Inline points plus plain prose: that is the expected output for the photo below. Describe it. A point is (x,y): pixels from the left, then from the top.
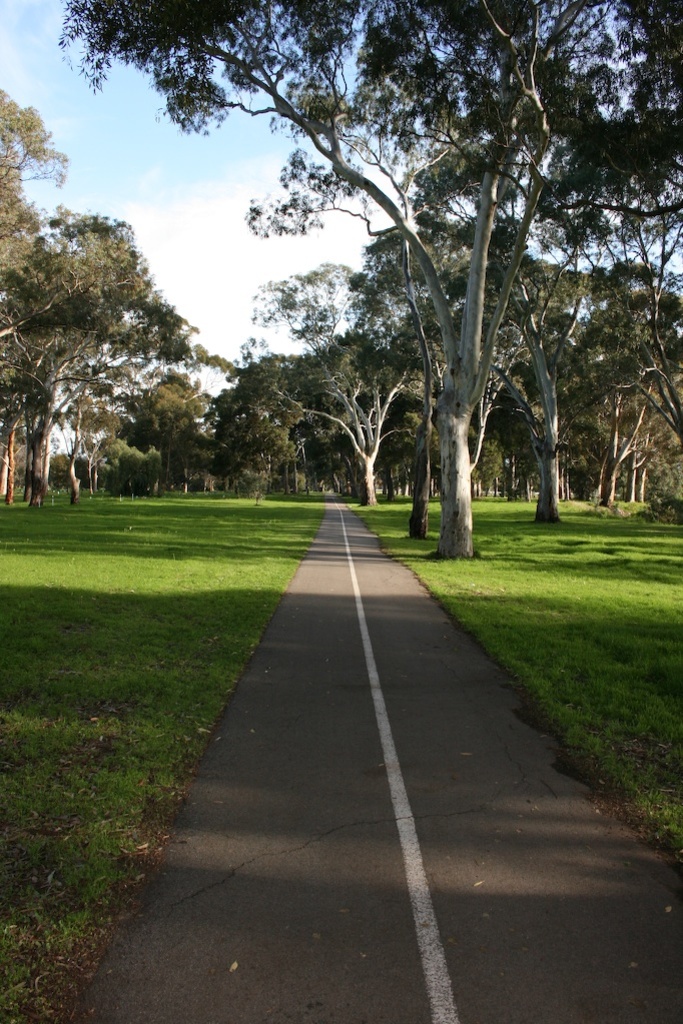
In this picture we can see road (295,856), trees (91,317) and grass (41,608). In the background of the image (143,172) we can see the sky (110,134) with clouds (255,239).
